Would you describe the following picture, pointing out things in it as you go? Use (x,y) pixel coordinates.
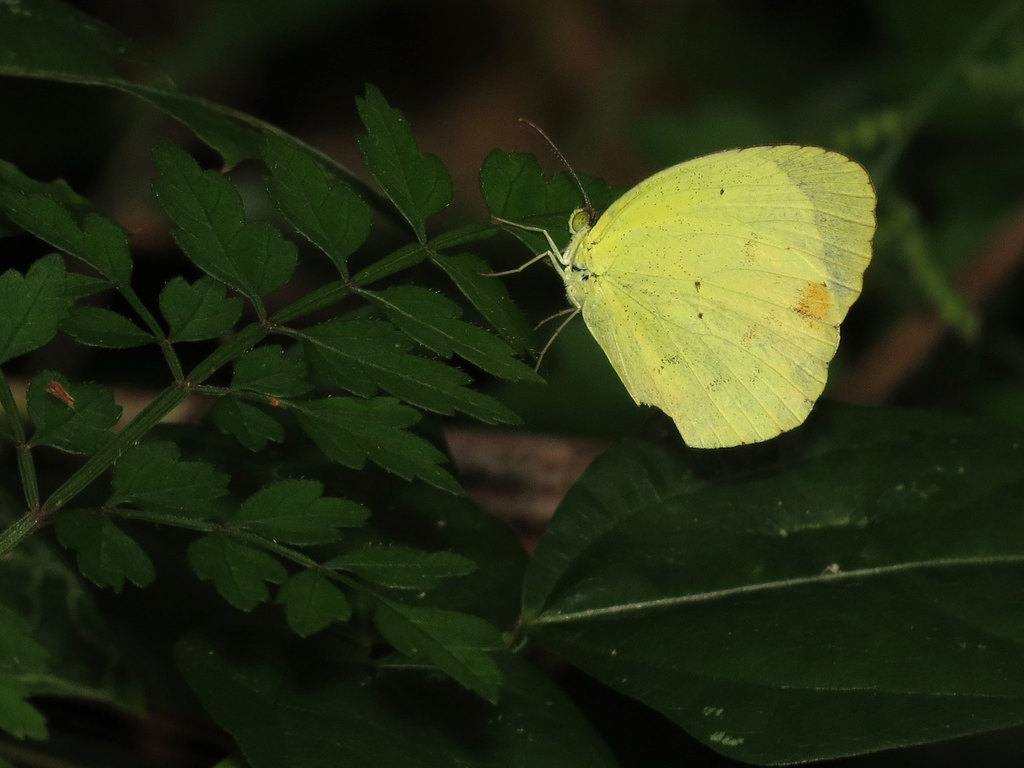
In this image I can see a butterfly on a leaf (532,172) and I can see other leaves (872,498) with a blurred background (955,318).
